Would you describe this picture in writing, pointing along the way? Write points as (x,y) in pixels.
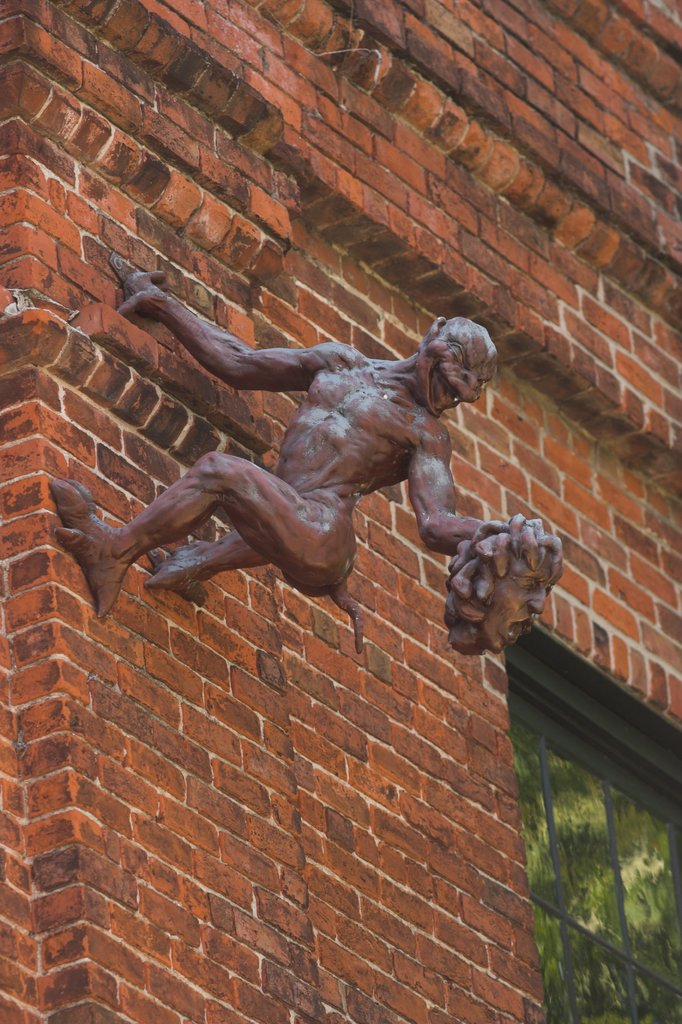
In this picture we can see a statue (312,438) in the middle (326,435), on the right side (597,919) there is a window (604,923), we can see a brick wall (429,786) in the background (315,241).
